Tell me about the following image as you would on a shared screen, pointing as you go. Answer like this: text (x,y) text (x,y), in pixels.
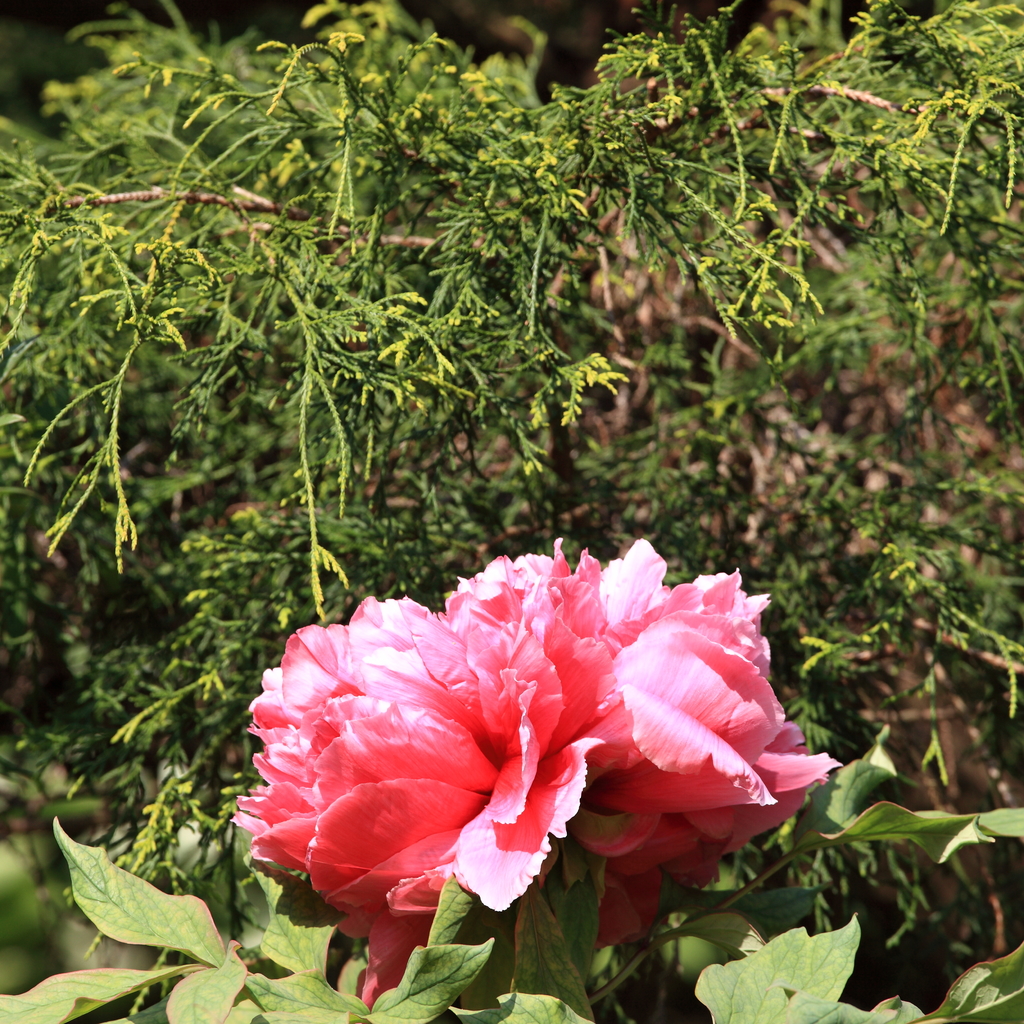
In this picture we can see a flower (284,807) and plants (823,453).
